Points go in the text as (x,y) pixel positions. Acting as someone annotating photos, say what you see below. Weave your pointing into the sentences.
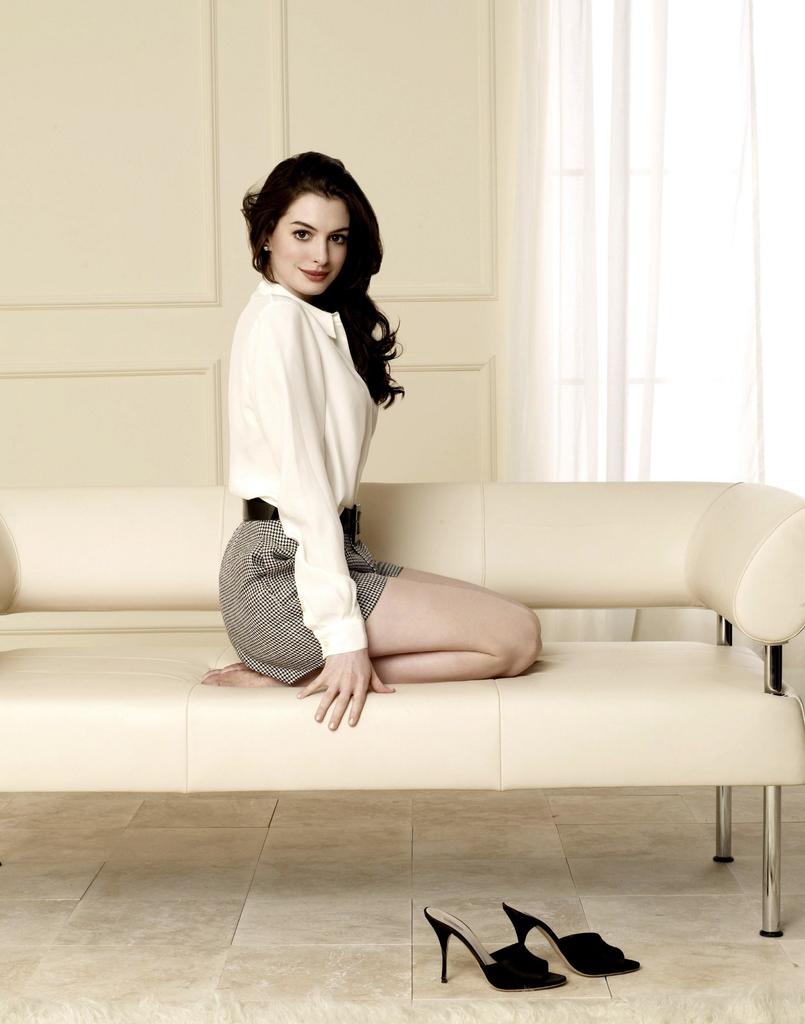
Here is a woman (299,480) sitting on the couch (529,717). These are the heels (513,981) placed on the floor (453,997). At background (463,370) I can see a door (439,117) and a curtain (649,241) hanging.
